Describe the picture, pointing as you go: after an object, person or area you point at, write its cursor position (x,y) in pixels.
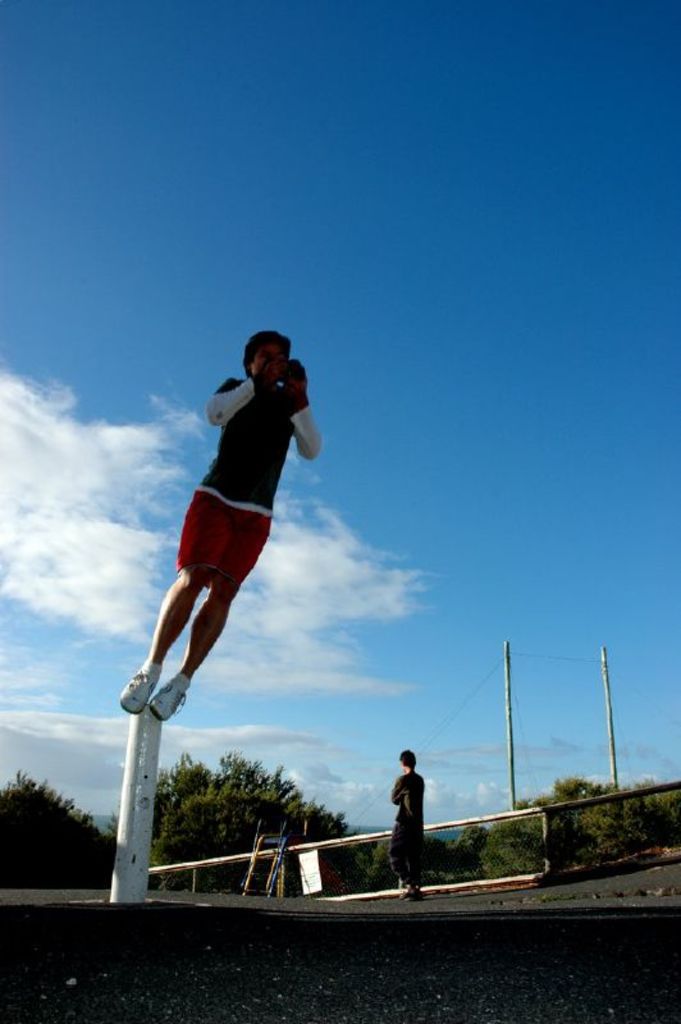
In this image I can see a person (238,445) in air, he is wearing black shirt (274,464), red short (249,541), white shoe (175,695). At back (528,718) I can see the other person (400,810), two poles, trees (279,799) in green color, sky (390,371) in white and blue color.
